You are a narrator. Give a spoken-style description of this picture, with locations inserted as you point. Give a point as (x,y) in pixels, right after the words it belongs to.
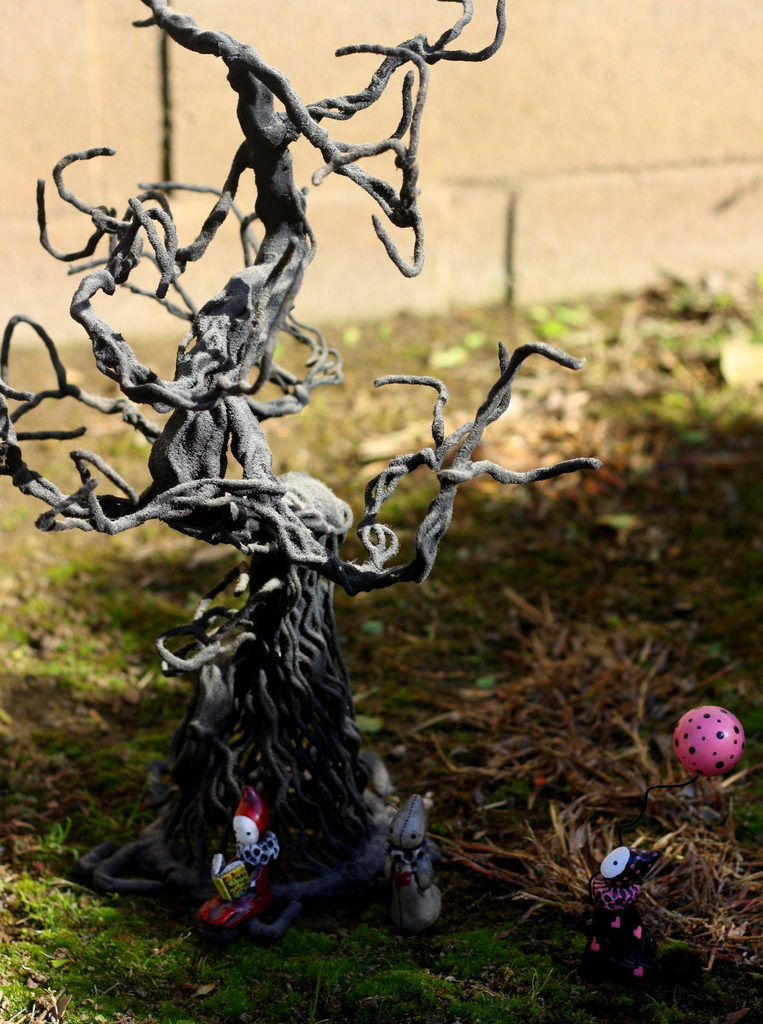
In this image we can see toys (211,907) that are placed on the grass (591,583). In the background (169,163) there is a wall (438,205).
